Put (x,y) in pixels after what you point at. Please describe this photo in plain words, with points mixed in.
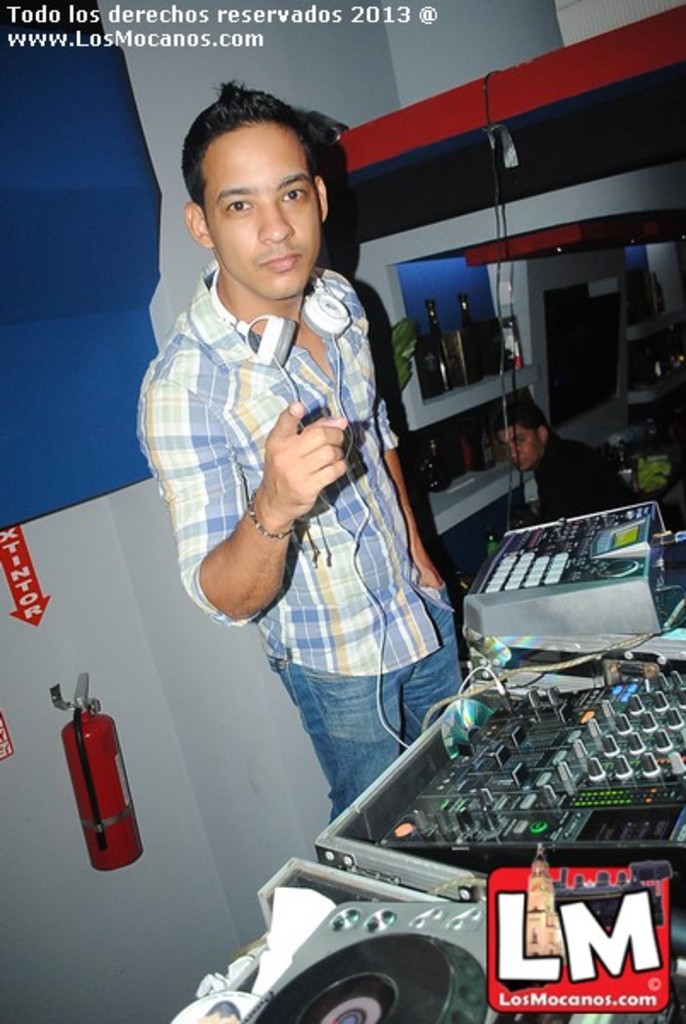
In this picture I can see a man (295,294) in front (316,445), who is standing and I see a headphone (336,302) around his neck (301,305) and in front of him I can see few equipment (530,777). In the background (136,493) I can see the wall (251,842), another man (518,458) and few things (450,326) on the right side of this image (460,361). I can also see an fire extinguisher (94,705) on the left side of this image (109,771). I see the watermarks (658,893) on the left top (9,26) and right bottom of this picture (617,939).
